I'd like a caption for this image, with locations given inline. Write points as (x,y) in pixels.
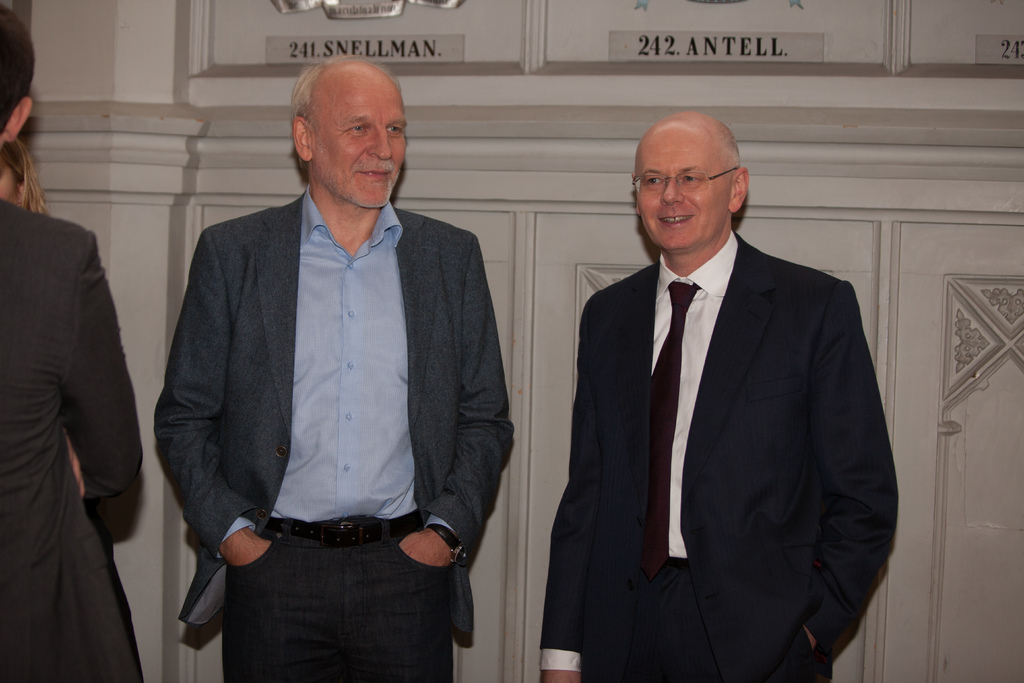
In this image there are some persons (320,420) standing and wearing a blazers (430,412) in the bottom of this image (520,506) and there is a wooden wall (478,173) in the background (564,181). There is some text (408,56) written on top of this image (727,58).
